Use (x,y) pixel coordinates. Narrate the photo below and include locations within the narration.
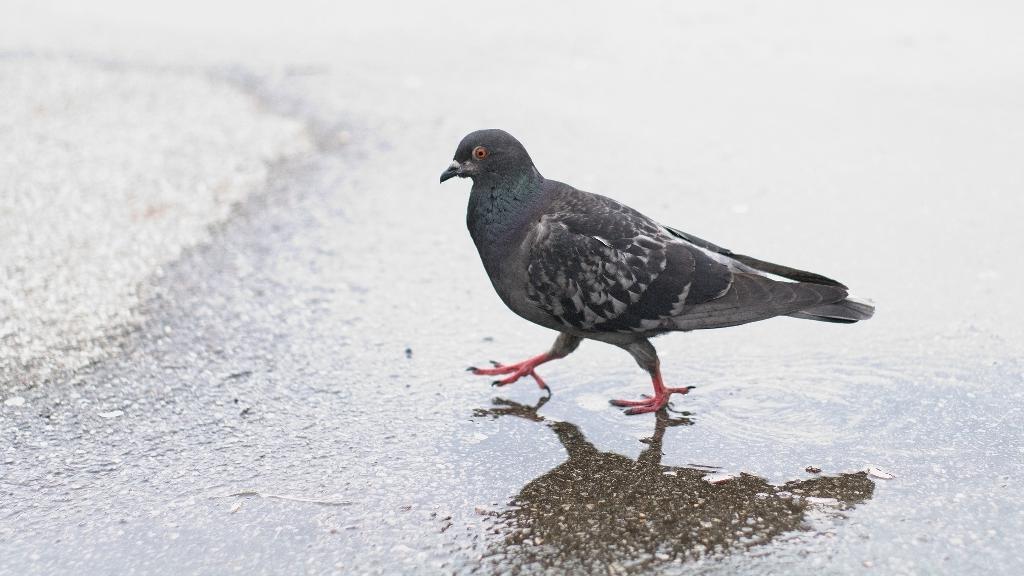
In the center of the picture (658,312) there is a pigeon (526,300) walking. The road (521,351) is wet.
